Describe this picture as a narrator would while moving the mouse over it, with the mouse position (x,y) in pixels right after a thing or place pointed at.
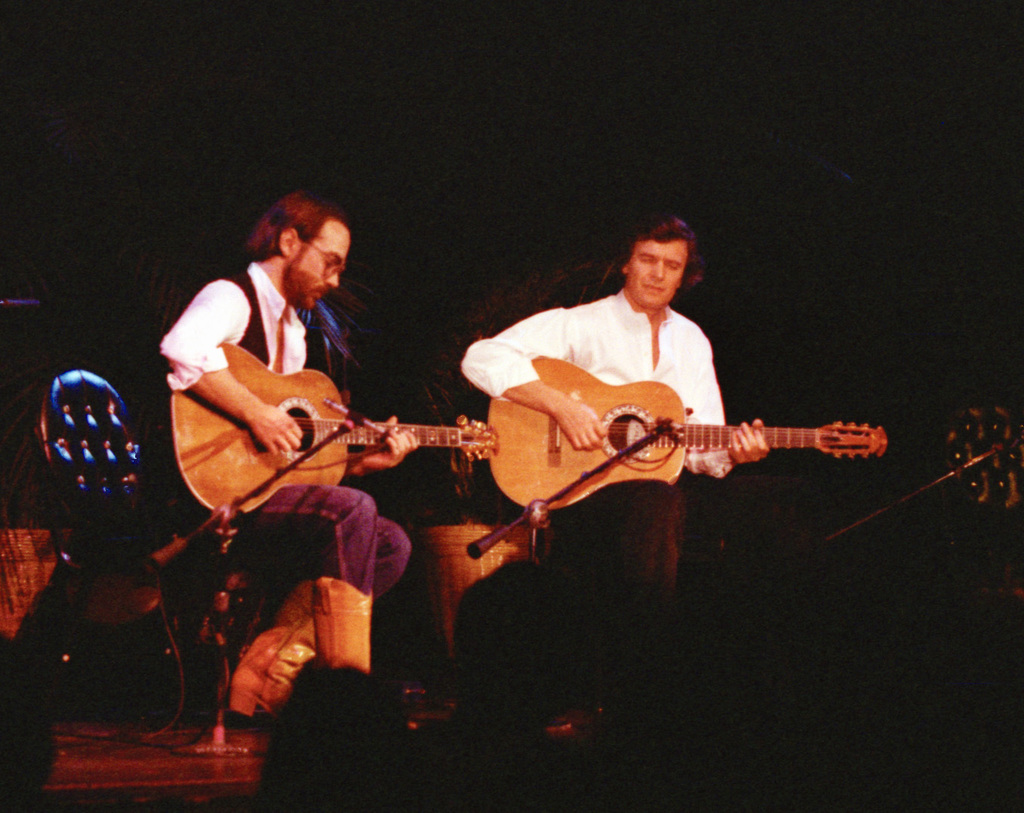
In the middle (618,338) there is a man (663,322) he wear white shirt (611,332) and trouser (642,536) he is playing guitar (803,434). On the left (234,297) there is a man (257,324) he wear white shirt (284,354) and trouser (325,516) he is playing guitar (313,425). This is a stage performance.
